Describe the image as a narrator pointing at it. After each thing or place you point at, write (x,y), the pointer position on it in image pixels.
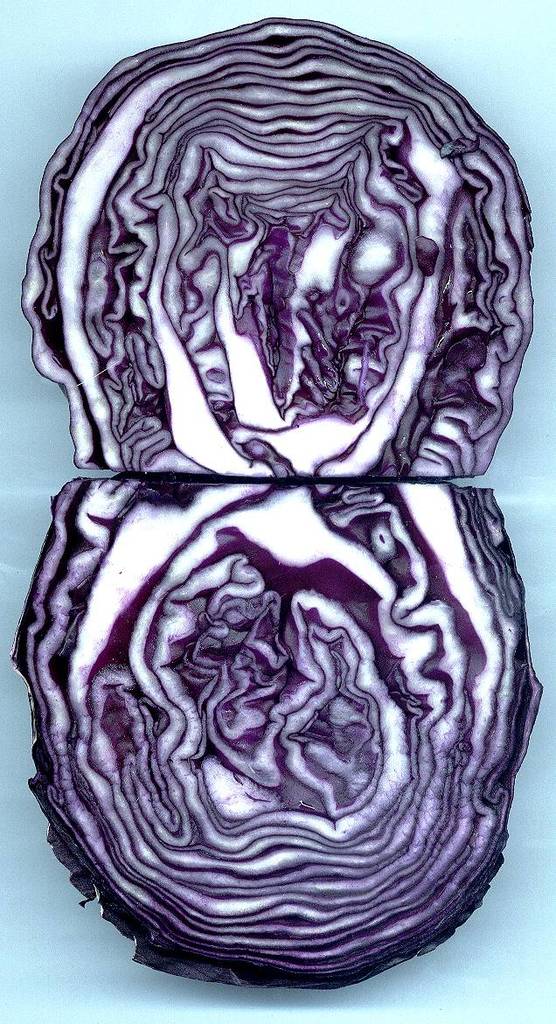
In this image there is a red cabbage (151,680) on the surface (58,965).
